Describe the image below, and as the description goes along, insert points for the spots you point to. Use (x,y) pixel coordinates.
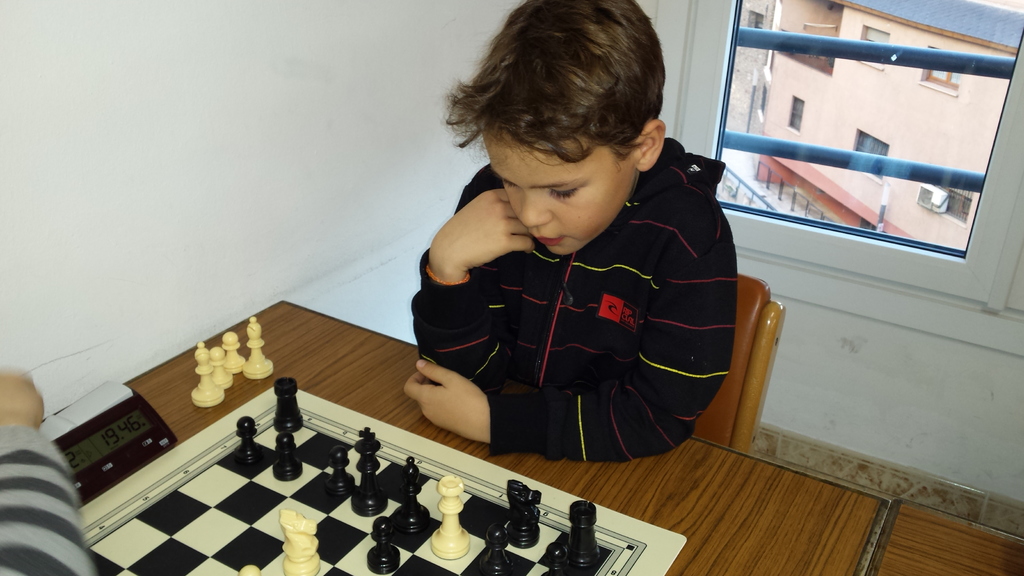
On the background (267,100) we can see a wall (286,101) and through window glass (815,127) we can see a building (853,119) and outside view. Here we can see a boy (676,281) sitting on a chair (738,325) in front of a table (707,440) and on the table (245,390) we can see chess pieces (201,381) and chess boards (262,492). This is a digital clock (145,438).
